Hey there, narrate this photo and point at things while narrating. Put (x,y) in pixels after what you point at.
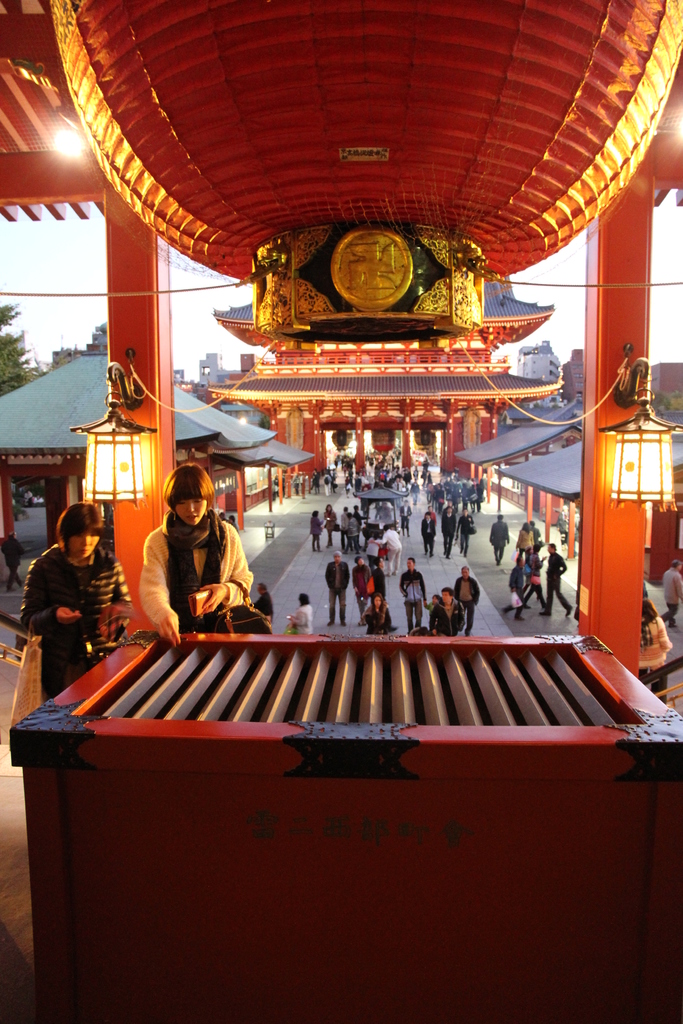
In the image I can see two people (73,675) in front of the table like thing (331,677) and above there is a lamp (629,104) and around there are some sheds (246,443), people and some other things (277,396) around.
